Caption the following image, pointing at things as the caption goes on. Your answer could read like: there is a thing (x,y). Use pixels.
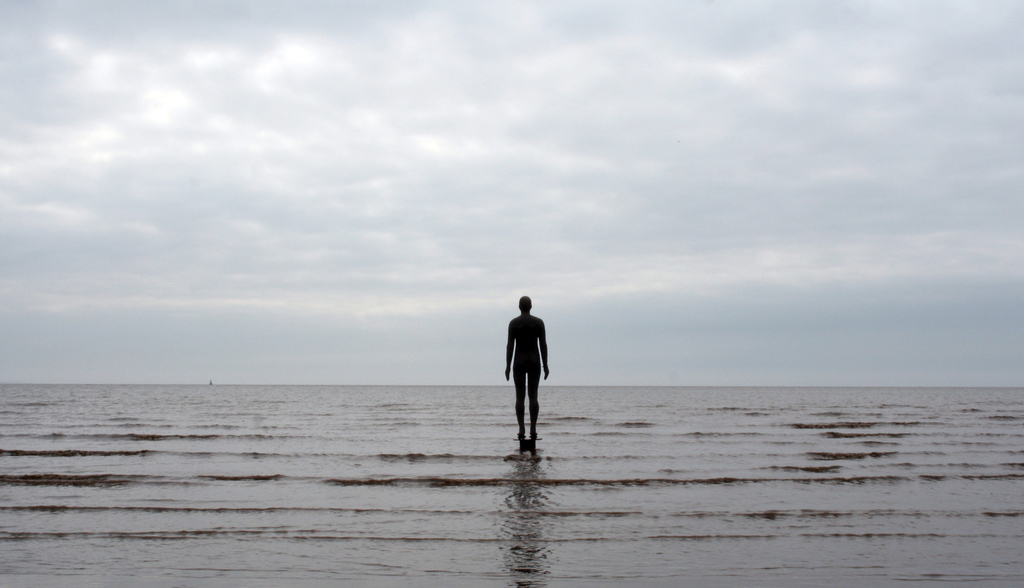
In this image we can see an object (523,338) which looks like a statue of a person (514,362), also we can see the sky (621,363), and the ocean (337,572).
